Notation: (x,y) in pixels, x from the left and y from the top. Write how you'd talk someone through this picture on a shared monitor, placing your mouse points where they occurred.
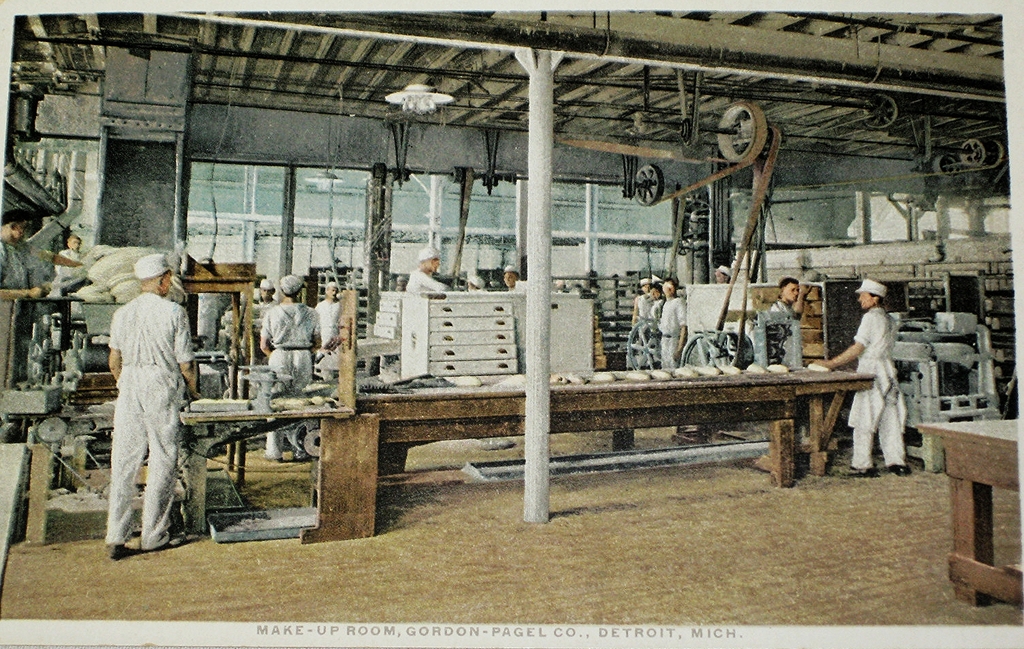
In this image we can see the inside view of the factory (608,331). And we can see the people (648,289). And we can see the machines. And we can see the lights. And we can see some objects (459,306) on the wooden bench (744,389). And we can see the wooden objects (962,436). And we can see the shed (791,126).
